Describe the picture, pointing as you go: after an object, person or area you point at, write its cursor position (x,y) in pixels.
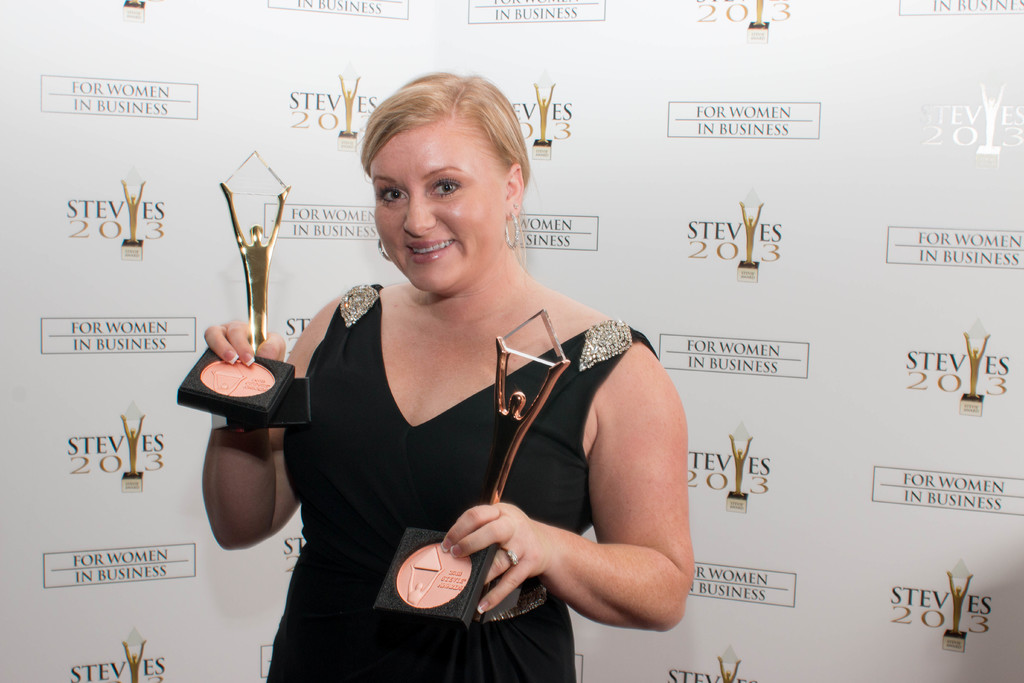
In this picture we can see a woman (227,452) standing and holding awards (225,402) in her hands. She is smiling. We can see a poster (139,557) in the background (978,268).
